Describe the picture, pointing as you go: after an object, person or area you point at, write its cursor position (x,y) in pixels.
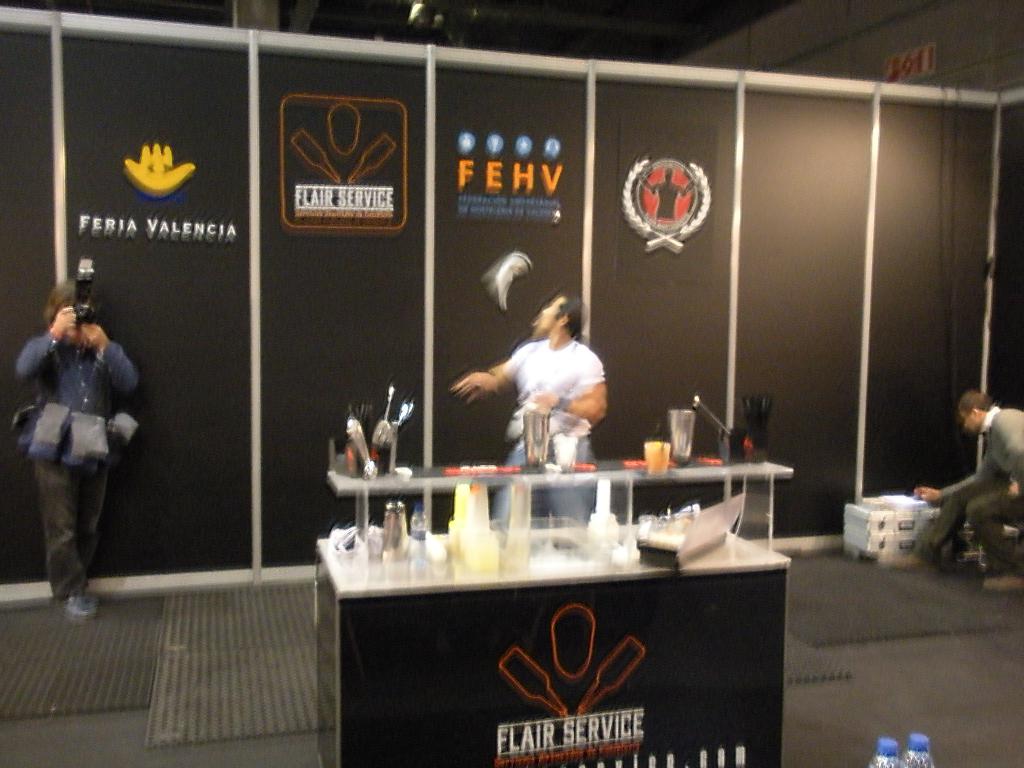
In this picture I can see three persons (998,577), there is a person (93,359) holding a camera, there are some objects (543,541) on the table (534,581) and there are some objects (363,461) on the glass shelf (361,489), which is on the table (695,579), there are mats (1017,620), bottles (888,748), and in the background (545,214) those are looking like boards (545,214).
